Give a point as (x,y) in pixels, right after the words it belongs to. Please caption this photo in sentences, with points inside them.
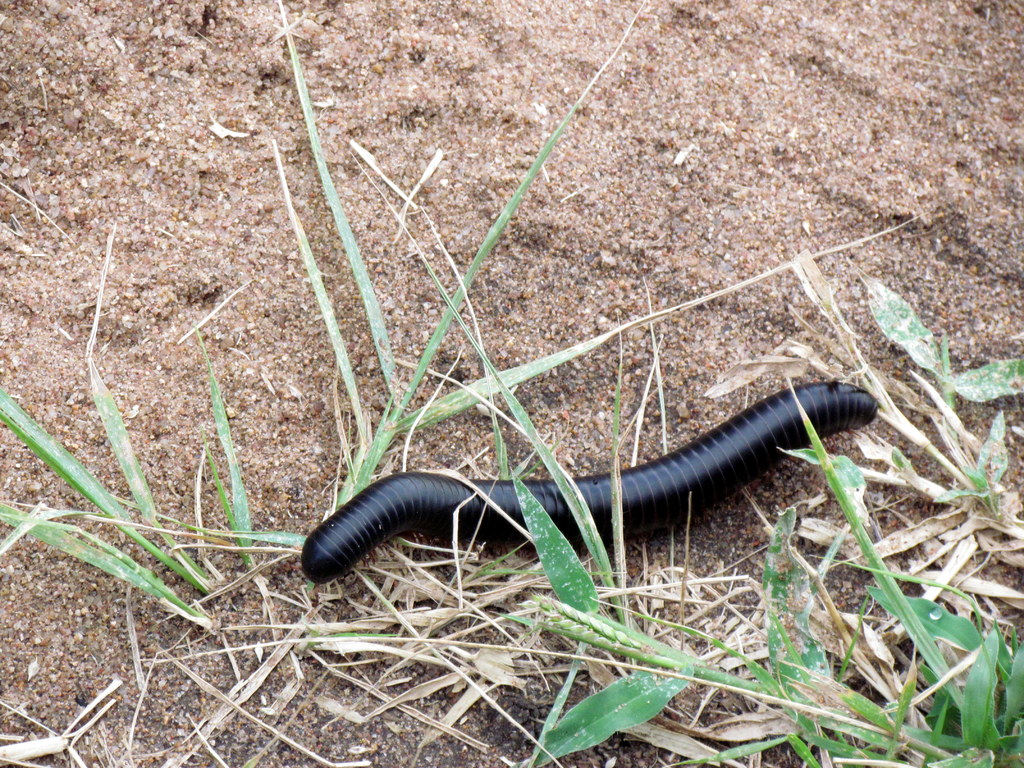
In this picture I can see there is a insect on the floor (876,499) and there is some soil (55,603) and grass (643,722) on the floor (399,160).
